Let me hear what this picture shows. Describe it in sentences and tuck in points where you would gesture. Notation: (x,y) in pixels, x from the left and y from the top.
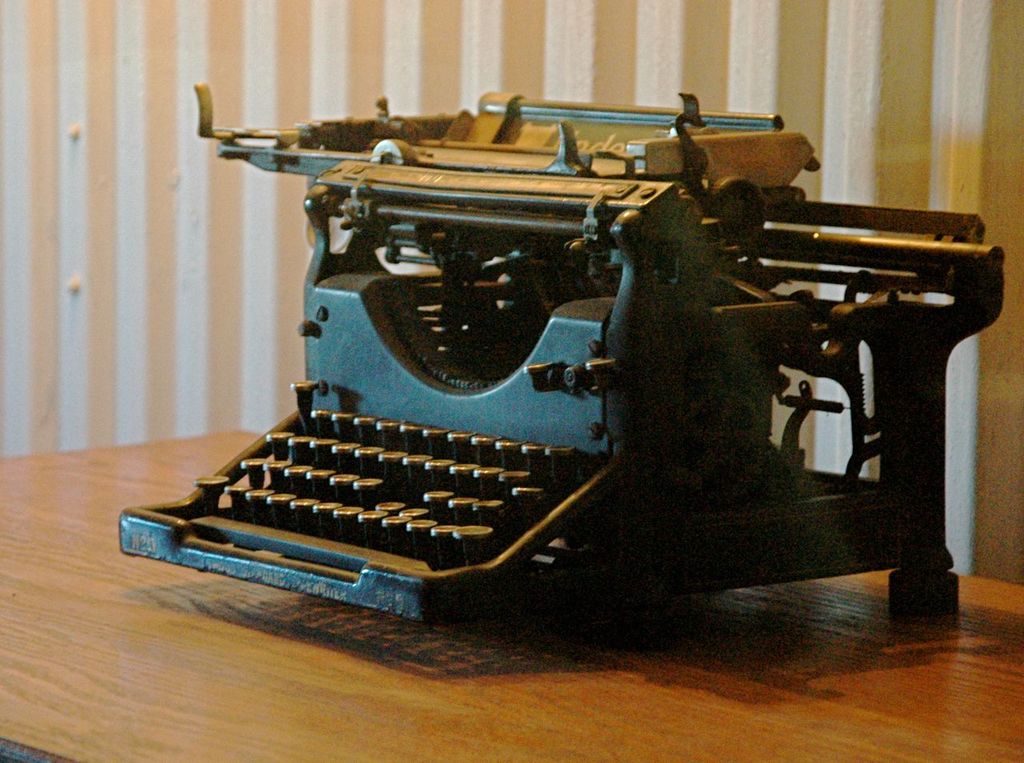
At the bottom of the image (289,736) there is a table (419,712) and we can see a typing machine (501,473) placed on the table (555,660). In the background (571,64) there is a wall (655,64).
